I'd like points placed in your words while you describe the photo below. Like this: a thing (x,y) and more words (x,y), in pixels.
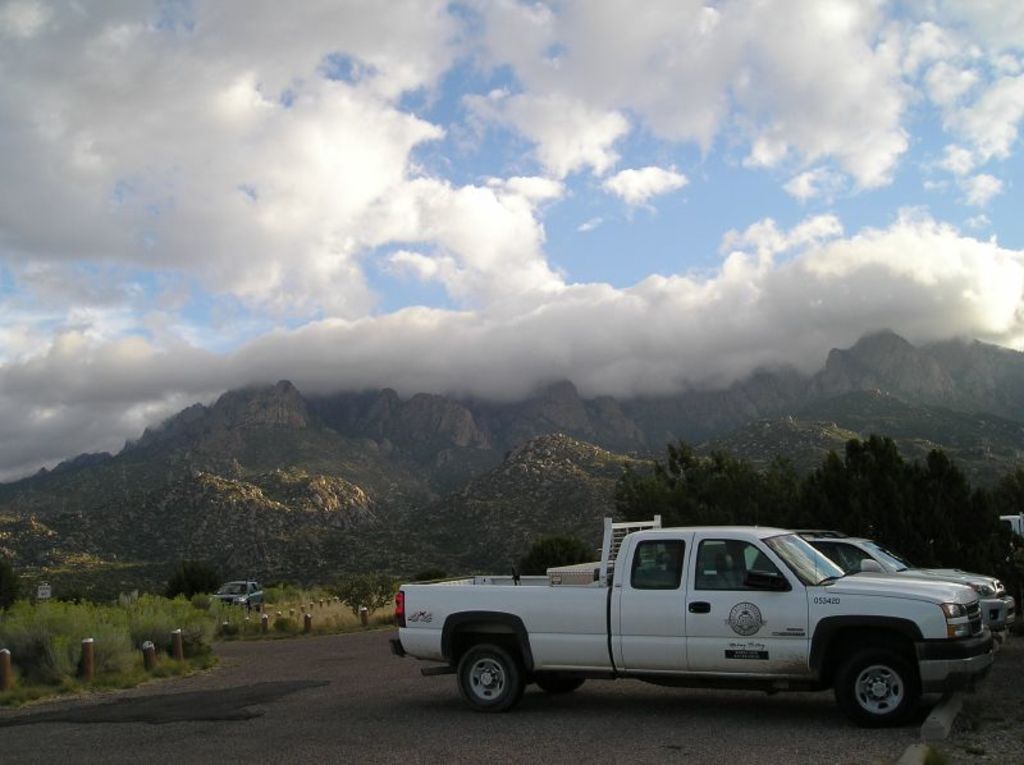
On the right side (816,591), there are two vehicles (868,658) parked on the road (685,759). On the left side (141,688), there are poles (145,656) and plants (134,646) on the ground (123,653). In the background (170,538), there is a vehicle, there are mountains (192,517) and there are clouds (879,323) in the blue sky (622,213).
